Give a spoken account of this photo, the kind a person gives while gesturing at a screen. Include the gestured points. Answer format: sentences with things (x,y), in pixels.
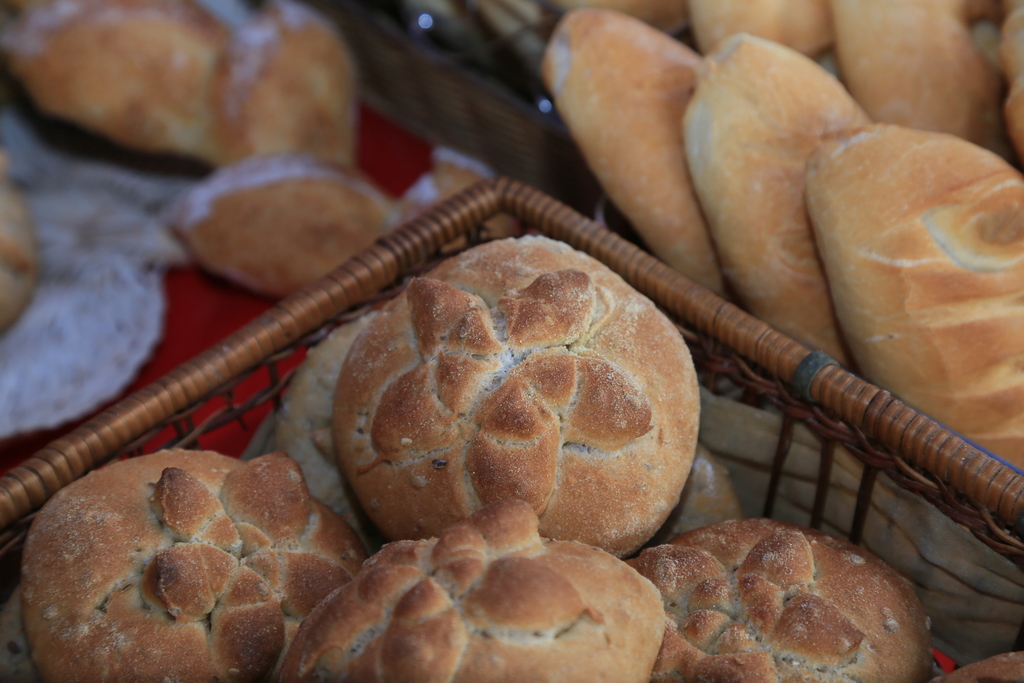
In this image we can see baked items (617,507) are kept in a brown color thing (822,422). Top right of the image (811,119) buns (749,96) are there.
